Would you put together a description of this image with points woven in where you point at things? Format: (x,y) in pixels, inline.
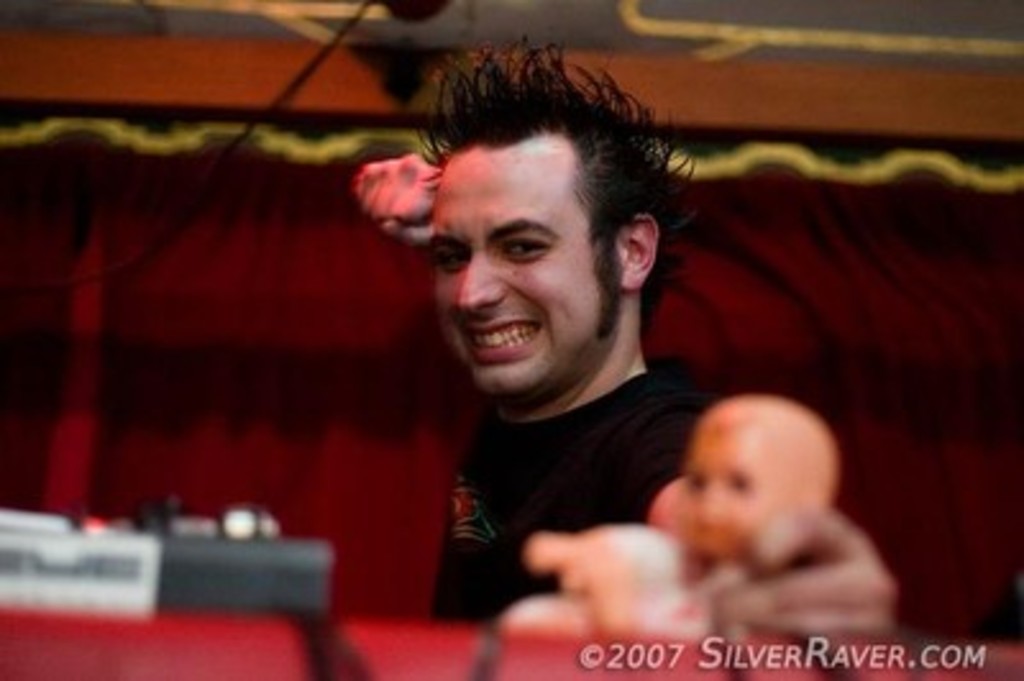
In this image we can see one man (553,268) with black T-shirt (643,436) holding a toy (698,621), some objects (197,585) on the surface (416,653) which is in red color, some text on the right side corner of the image, one black object (393,11) with one wire (195,197) attached to the wall (793,39) and one red curtain (956,537) with yellow border (105,132) attached to the wall (341,9).
